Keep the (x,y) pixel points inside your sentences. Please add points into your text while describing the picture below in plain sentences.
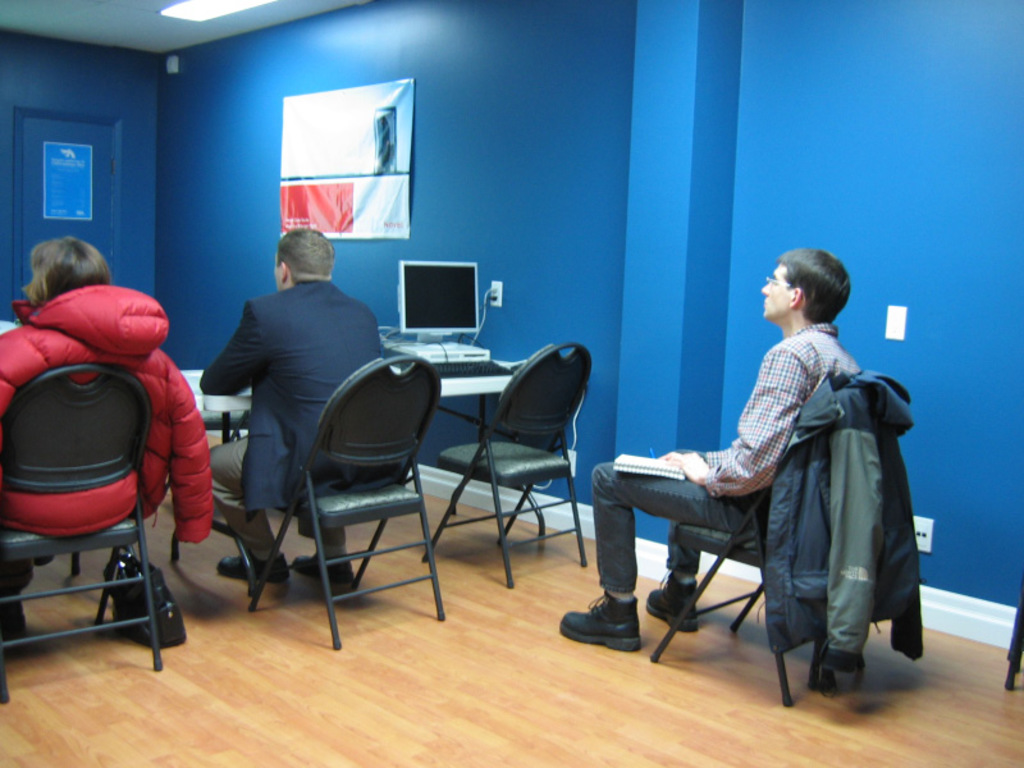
In this Picture we can describe a girl (71,310) wearing red puff jacket (141,361) sitting on the chair (91,475) and looking in front and other person (274,442) sitting beside him also looking front, Behind there is other person (779,373) who is sitting on the chair (711,538) wearing red and black color check shirt (773,411) holding a diary (658,468) in the hand (686,458) and seeing front. This is the inside view of a room (94,79) in which blue color wall (495,174) and poster (376,168) can be seen.
